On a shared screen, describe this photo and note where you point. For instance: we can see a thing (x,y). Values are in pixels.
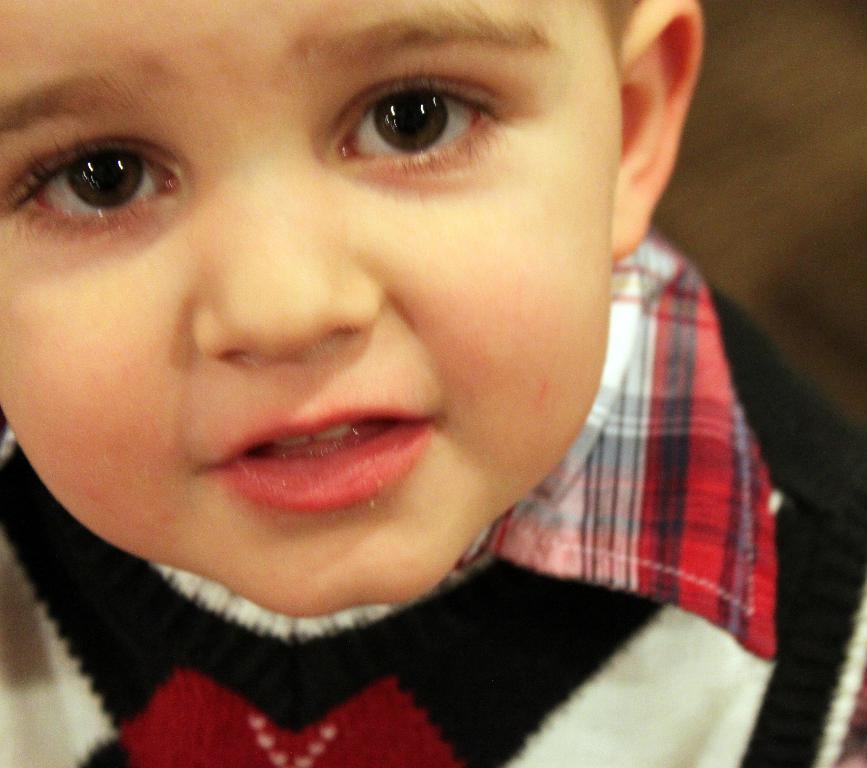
In this image I can see a baby boy (398,260) watching something with a sweater (467,711) and a shirt (672,373).
